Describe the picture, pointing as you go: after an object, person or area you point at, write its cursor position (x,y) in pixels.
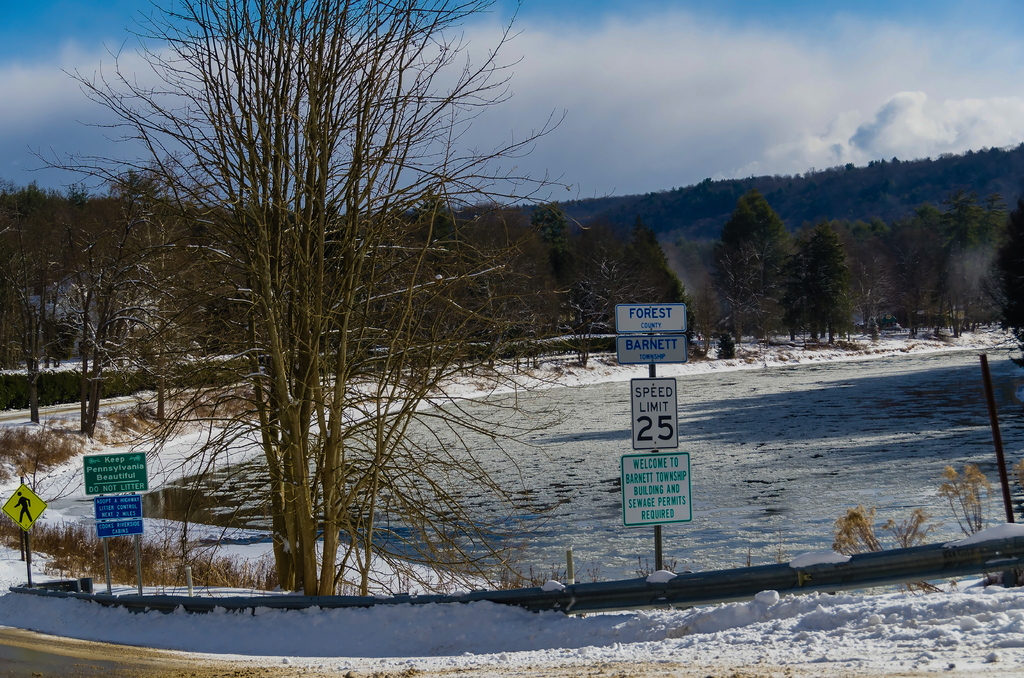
As we can see in the image there is snow (717,657), trees (828,238), signboard (676,475), hills (696,223), sky (522,12) and clouds (712,71).
